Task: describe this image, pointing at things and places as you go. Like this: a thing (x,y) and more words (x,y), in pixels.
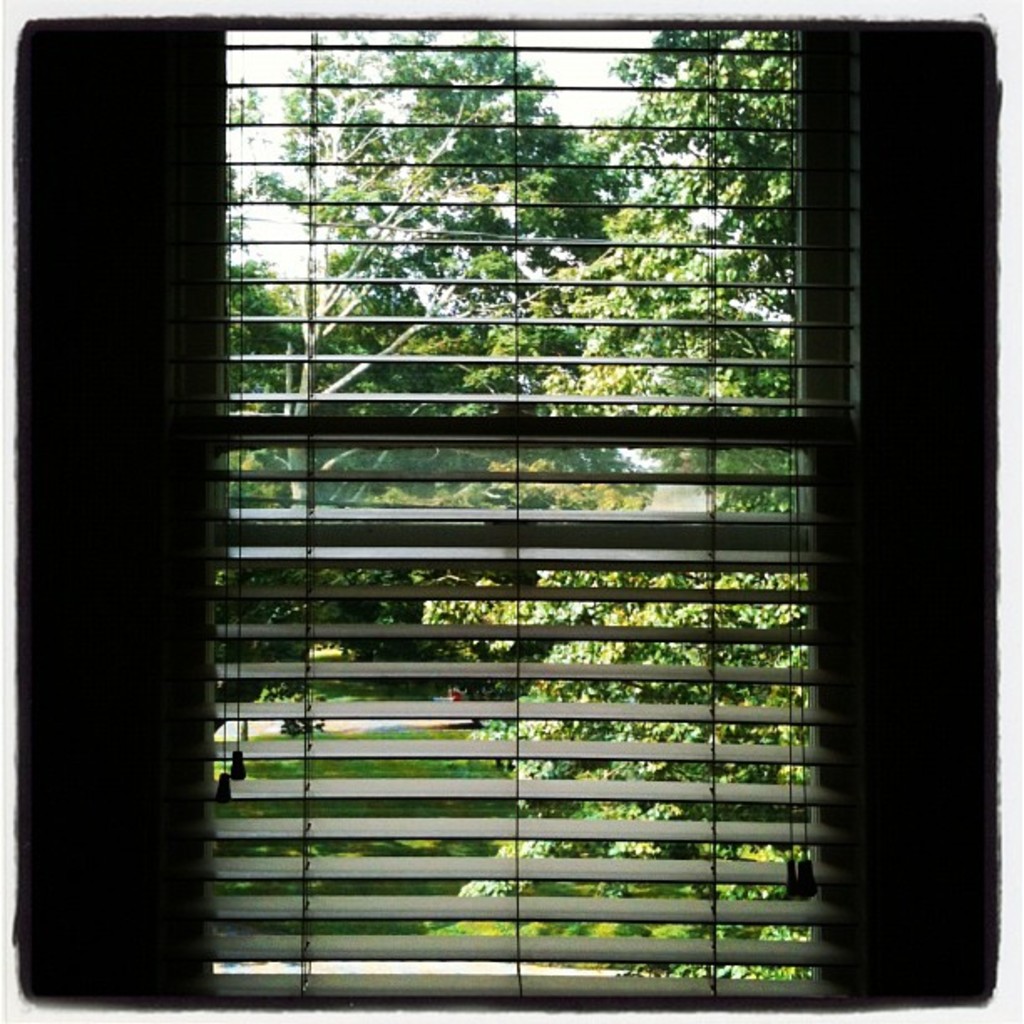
In the image there is a window (778,486). Behind the window (741,361) there are many trees (541,737) and also there is grass (384,770) on the ground (347,889).
